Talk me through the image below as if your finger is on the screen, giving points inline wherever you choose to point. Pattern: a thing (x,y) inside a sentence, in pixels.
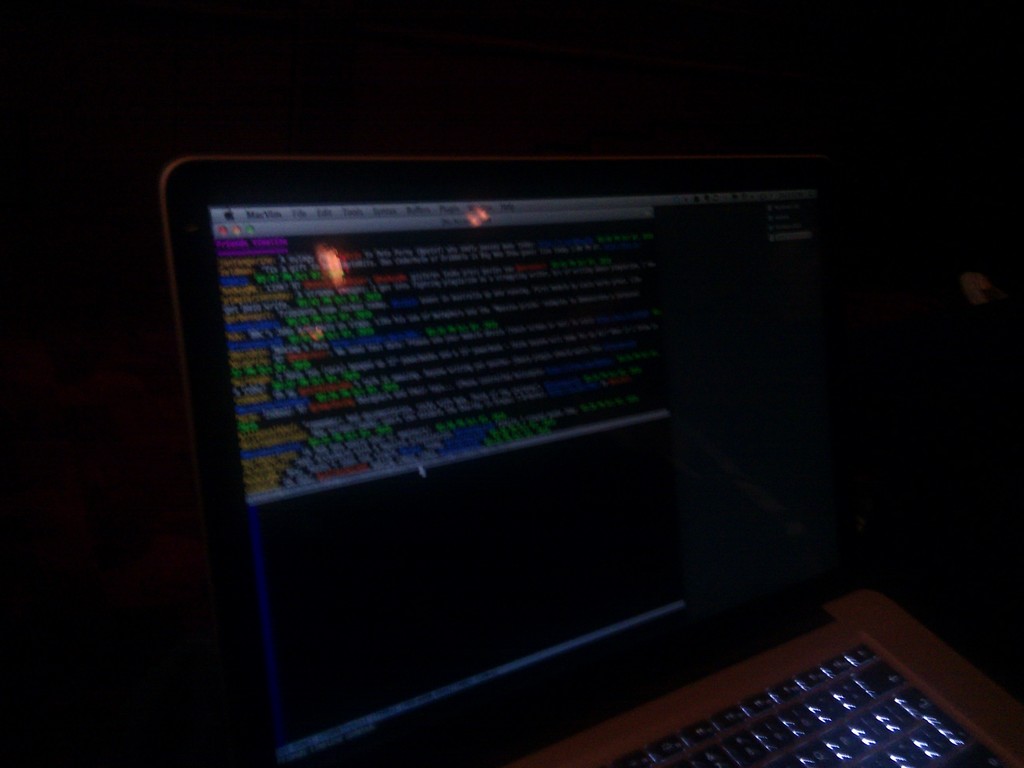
In the picture we can see a laptop (549,594) which is opened with a screen (469,594) and some information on it with different colors.
